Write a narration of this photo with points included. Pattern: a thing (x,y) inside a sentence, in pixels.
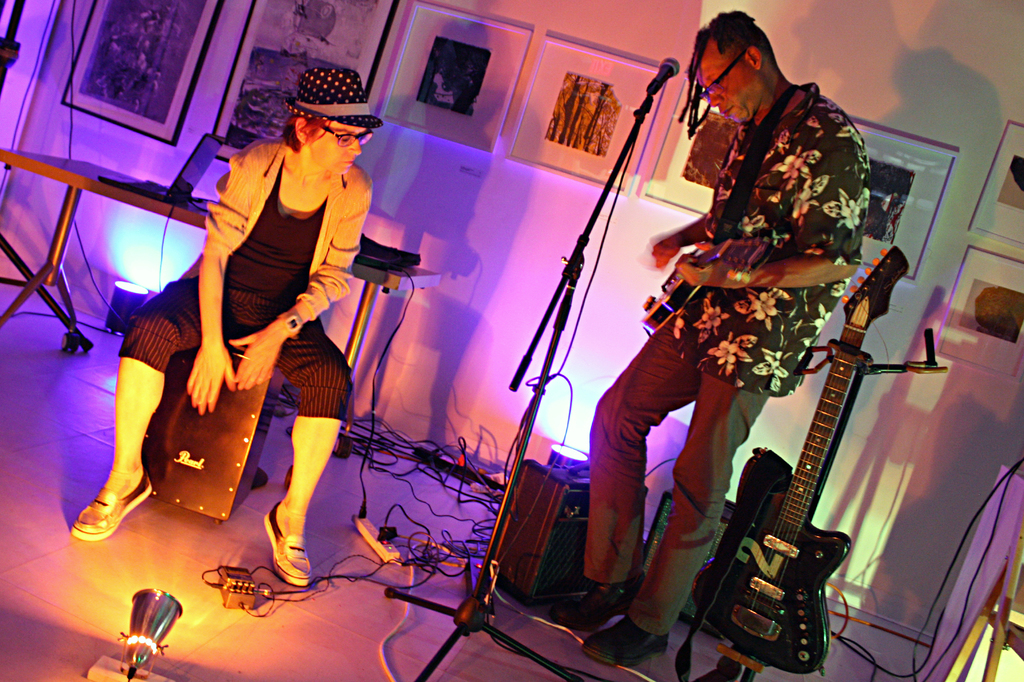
In this image we can see a person (760,321) wearing specs (720,84) is holding guitar (653,312) and playing. And there is another lady (221,294) wearing hat (312,109) and specs (342,137) is sitting on something. On the floor (288,631) there are wires (476,498) and an extension board (374,547). Also there is a mic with mic stand (531,428). And there is a guitar (793,521). Also there is a table (45,155) with laptop (197,164) and some other items (408,254). On the wall (906,105) there are photo frames (877,129). At the bottom (149,628) there is a light (134,633).
